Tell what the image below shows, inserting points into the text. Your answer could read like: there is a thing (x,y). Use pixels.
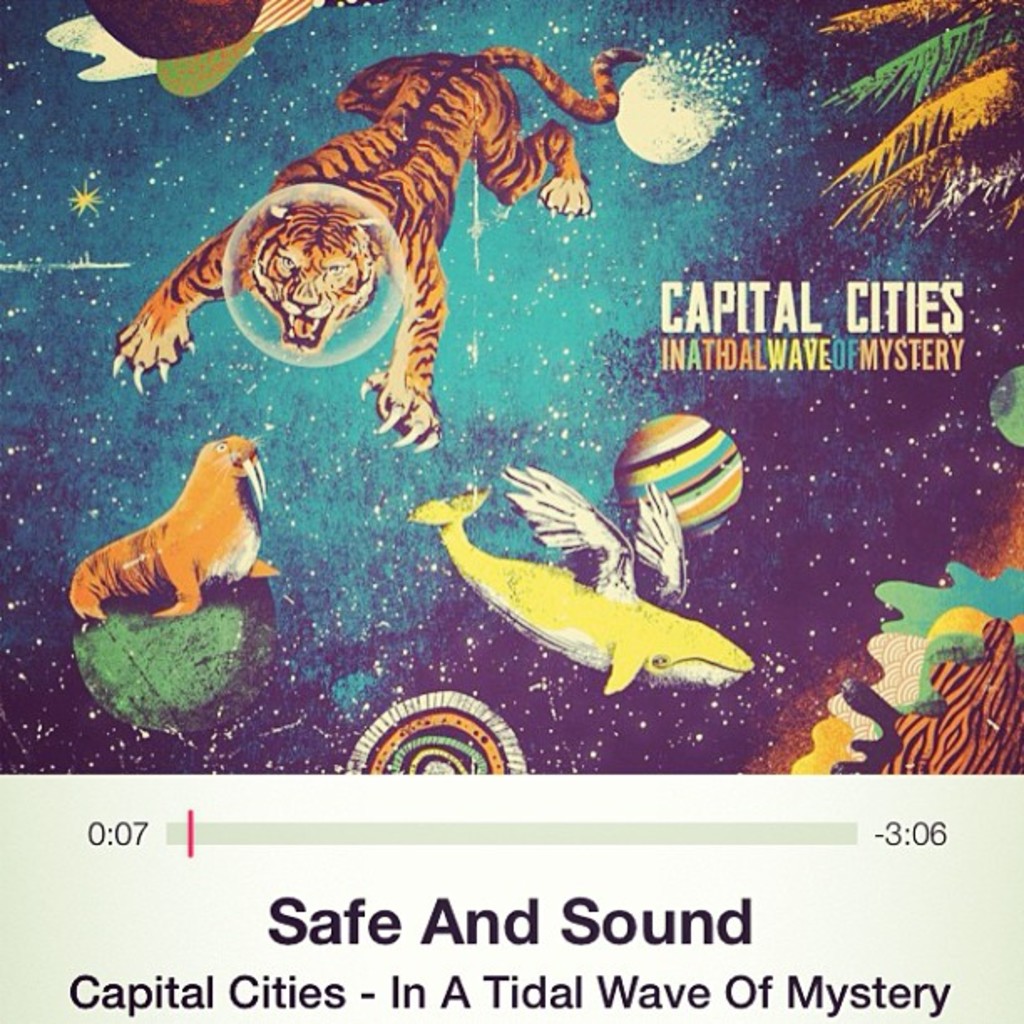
This is a music player (484,274) and here we can see some text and there are some pictures (408,282) of animals (398,215) and trees (879,197).
